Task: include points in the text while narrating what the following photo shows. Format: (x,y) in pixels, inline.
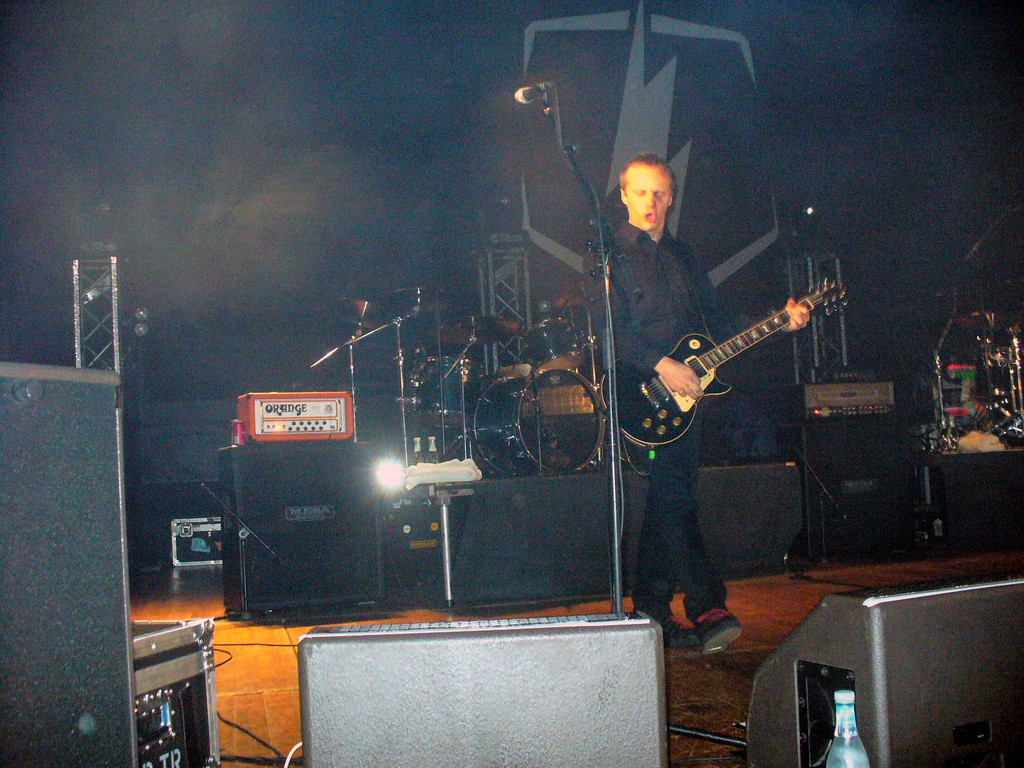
There is a man (691,249) standing in the center (660,270). He is holding a guitar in his hand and he is singing a song. This is a microphone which is on the center (614,373).
